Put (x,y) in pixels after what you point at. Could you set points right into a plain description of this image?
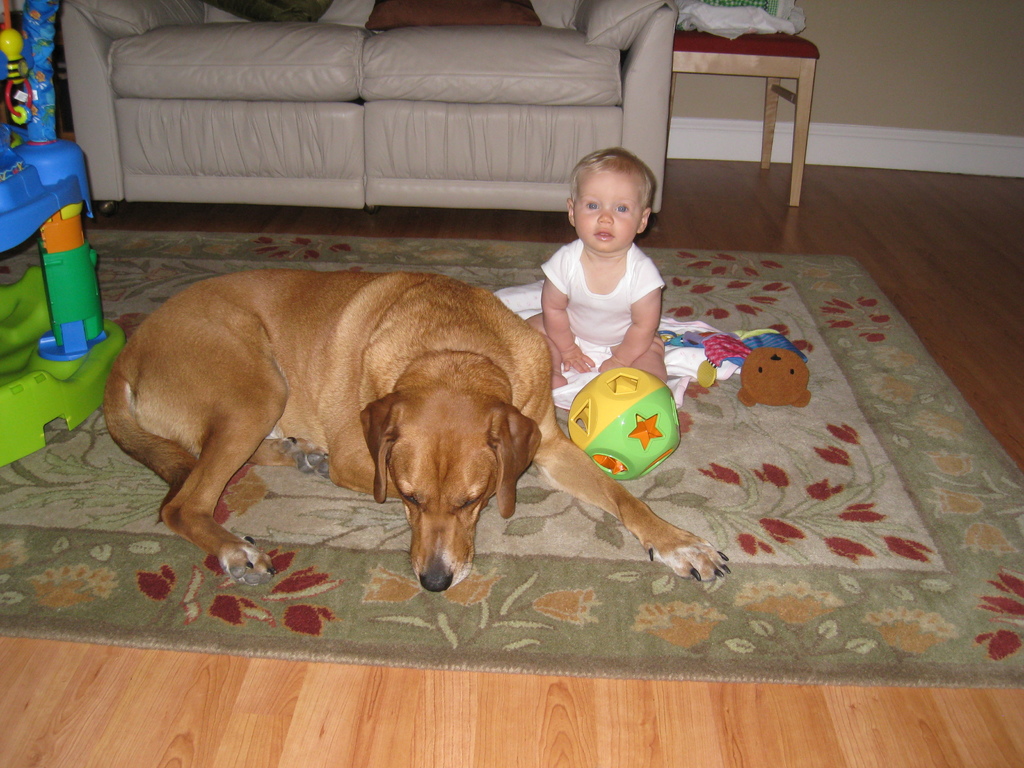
In this image there is a dog (515,400), ball (653,427) and baby (627,233) on the carpet (418,652), beside the dog (502,361) there is some object (20,416) also there is a sofa (410,181) and chair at the back (226,102).
